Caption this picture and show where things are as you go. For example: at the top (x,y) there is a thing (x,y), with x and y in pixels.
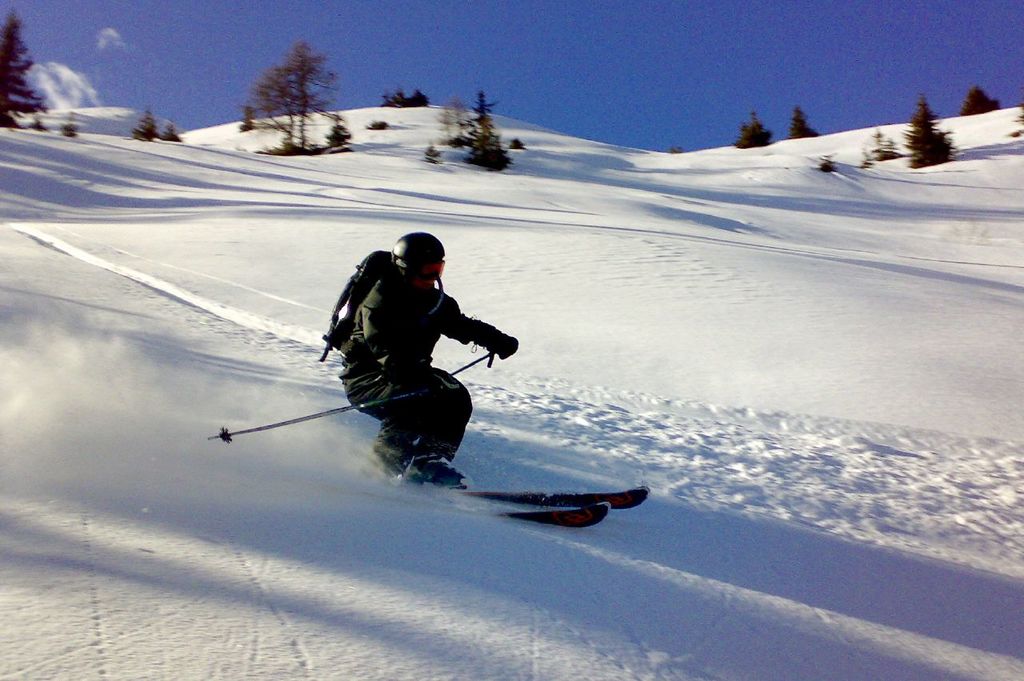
In this image I see a person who is holding sticks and is on the ski boards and I see that the person (498,330) is wearing a bag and helmet (428,253) and I see the white snow (491,196). In the background (39,49) I see the trees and the blue sky (849,4).
